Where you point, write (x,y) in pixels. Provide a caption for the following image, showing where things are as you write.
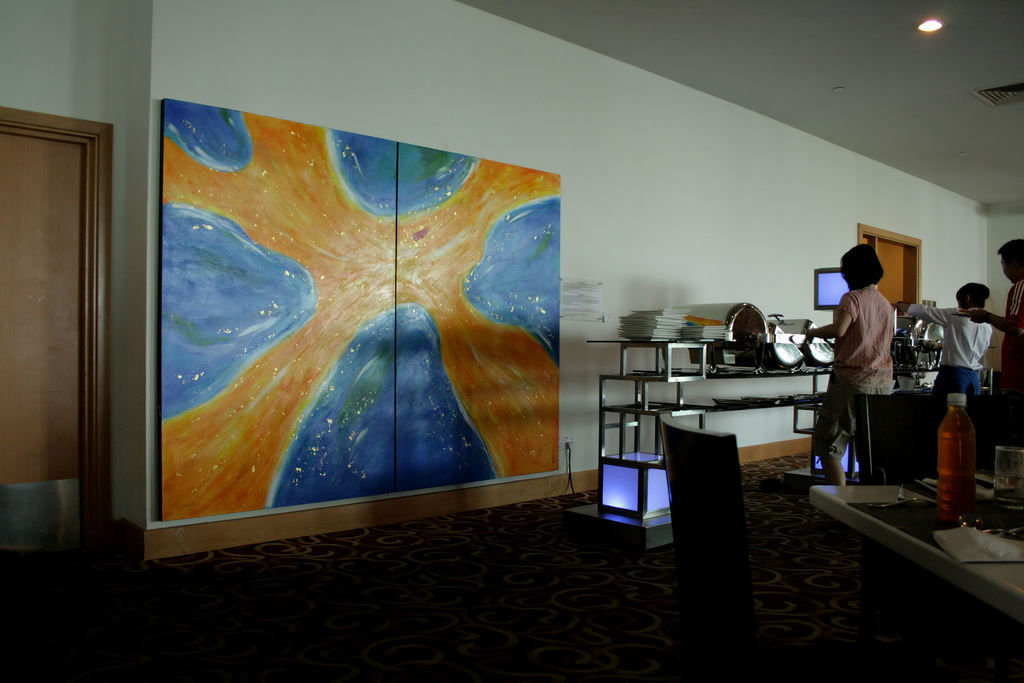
In this image I can see a table (845,499) on the right side (961,462) and on it I can see a bottle (966,476), a glass (1015,476) and a white colour thing (988,537). In the background (382,476) I can see three persons (874,297), a colourful board (525,286) on the wall (574,200) and few other things (669,376). I can also see doors (47,451) on the both side of the image and on the top right side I can see a light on the ceiling (908,100).
